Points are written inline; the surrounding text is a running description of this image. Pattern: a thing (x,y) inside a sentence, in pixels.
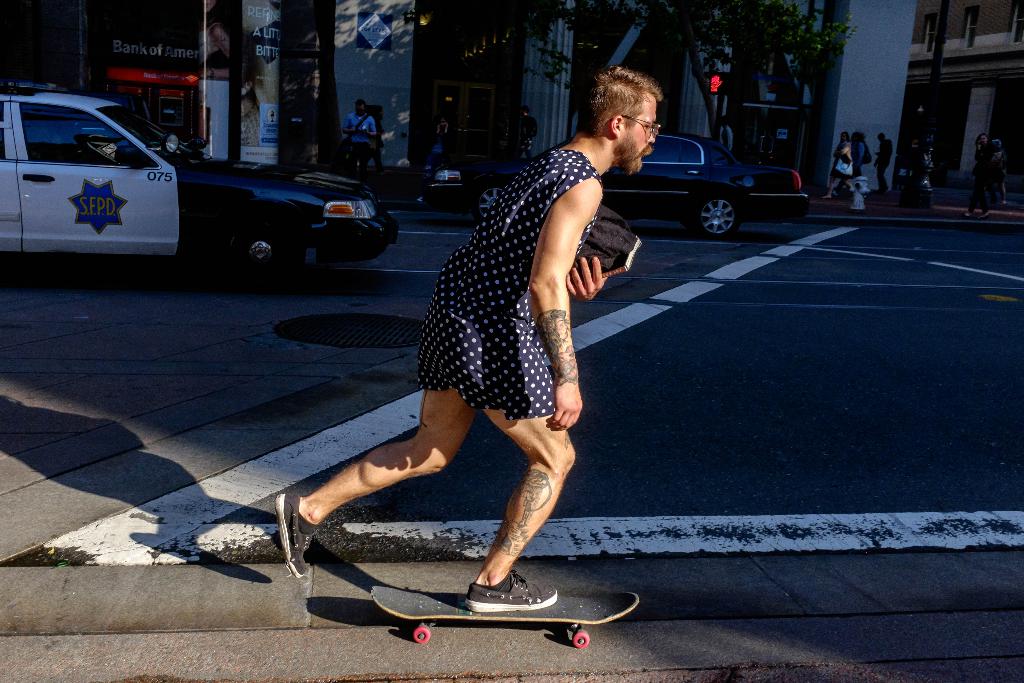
In this image in the center (472,324) there is one person (492,339) who is holding some clothes (613,222) and skating, and in the background (2,211) there are some vehicles (790,176) and some persons (993,186) are walking and also we could see some buildings (914,69), trees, poles (933,107) and lights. At the bottom (787,460) there is a road (793,418).
